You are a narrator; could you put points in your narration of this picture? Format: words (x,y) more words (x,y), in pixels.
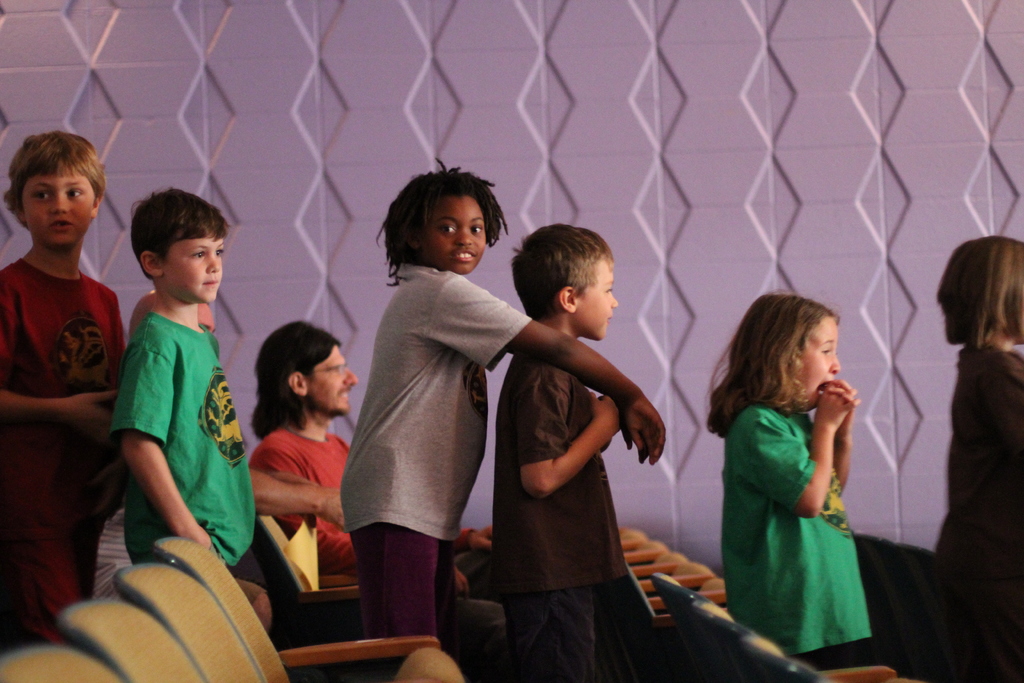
In this picture we can see a group of people (455,358) where some are standing and a man (334,377) sitting on a chair (282,561), seats (736,664) and in the background (457,141) we can see the wall (543,106).
